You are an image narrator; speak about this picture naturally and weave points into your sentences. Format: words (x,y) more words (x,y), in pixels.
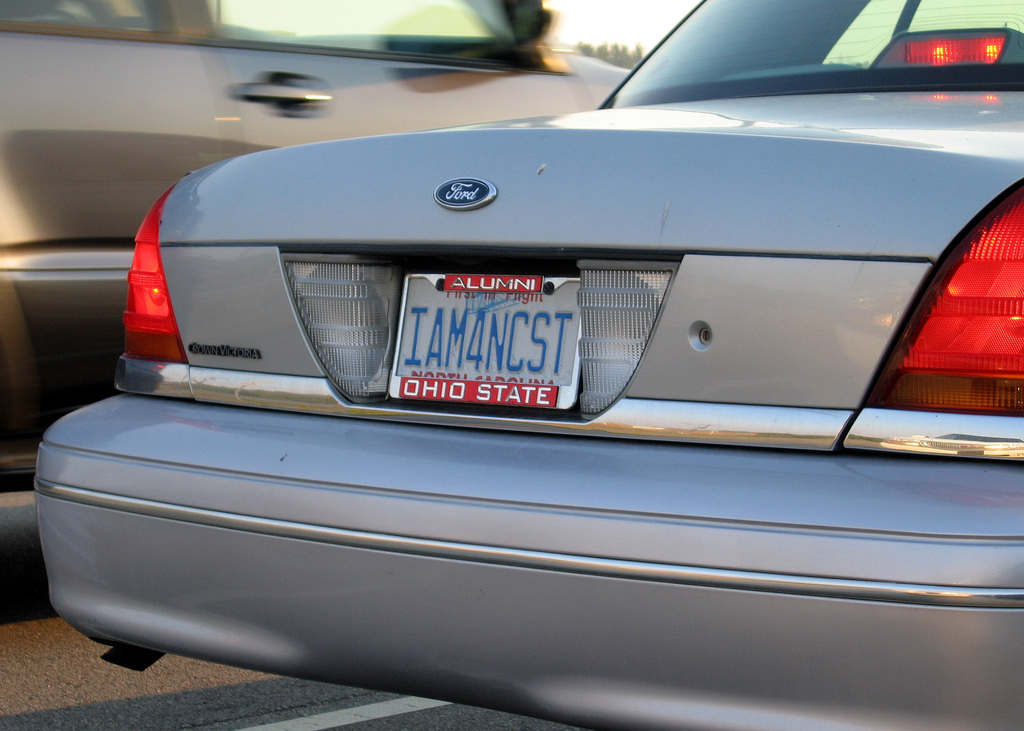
In this image, I can see two cars (304,266) on the road (122,672).
